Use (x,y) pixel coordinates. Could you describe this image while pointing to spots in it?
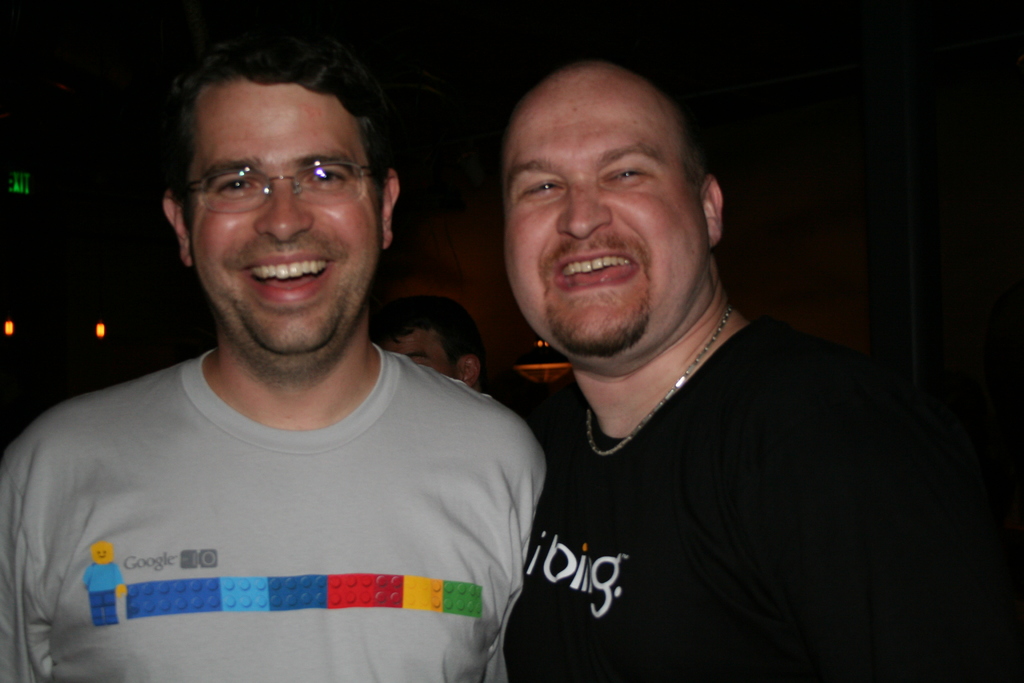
This image is taken indoors. In this image the background (444,350) is dark and there is a person (429,346). In the middle of the image (438,433) two men (357,532) are standing and they are with smiling faces (295,236).
